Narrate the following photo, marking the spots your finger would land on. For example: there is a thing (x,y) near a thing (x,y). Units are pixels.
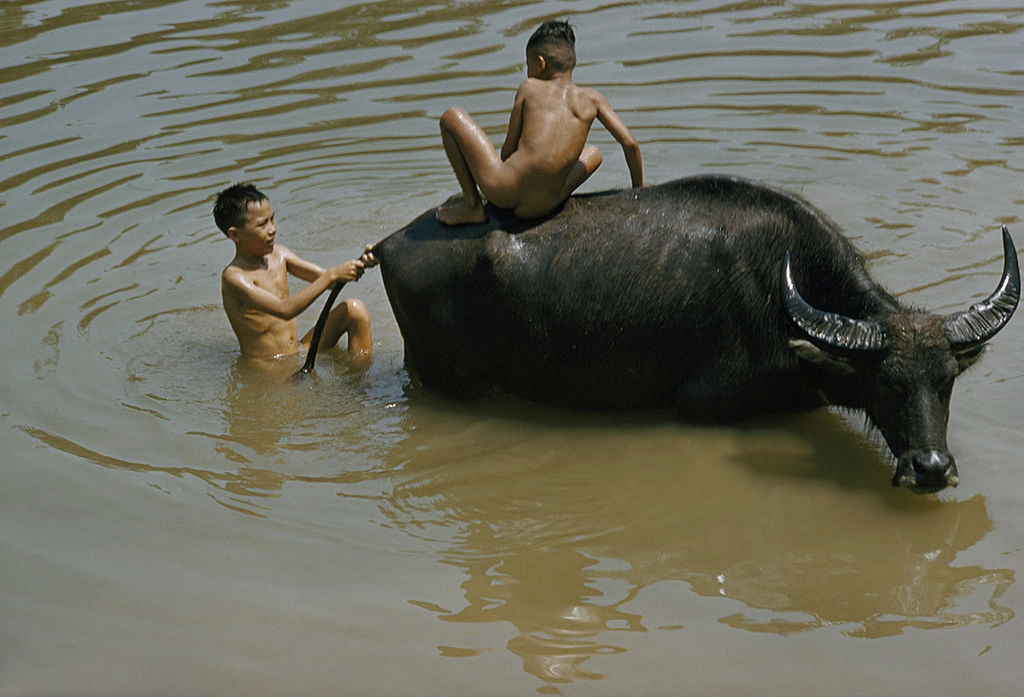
In this picture there is a boy (491,158) sitting on the buffalo (584,308) and there is boy (338,320) standing and holding the tail (381,248) of the buffalo (778,286). At the bottom (567,557) there is water (495,505).
